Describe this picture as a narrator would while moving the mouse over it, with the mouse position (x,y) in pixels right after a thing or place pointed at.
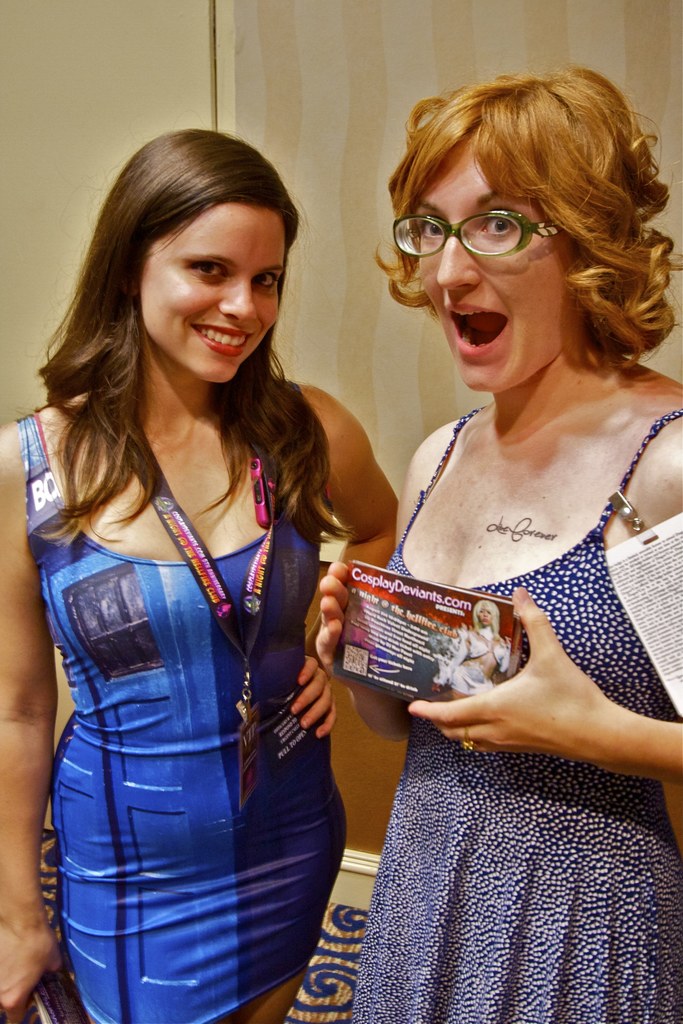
In this image there is a girl (558,382) on the right side (522,582) who is holding the box (458,652). On the left side (125,549) there is another girl (181,755) who is standing on the floor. She has an id card (234,620). In the background (359,61) there is a wooden wall (336,71). On the floor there is a carpet (330,947). The woman (147,820) on the left side (110,864) is holding the purse (60,983). There is an id card (651,594) which is attached to the dress (609,515) of a girl (625,523) with the clips (627,515). The girl (546,234) is wearing the spectacles (520,236).
